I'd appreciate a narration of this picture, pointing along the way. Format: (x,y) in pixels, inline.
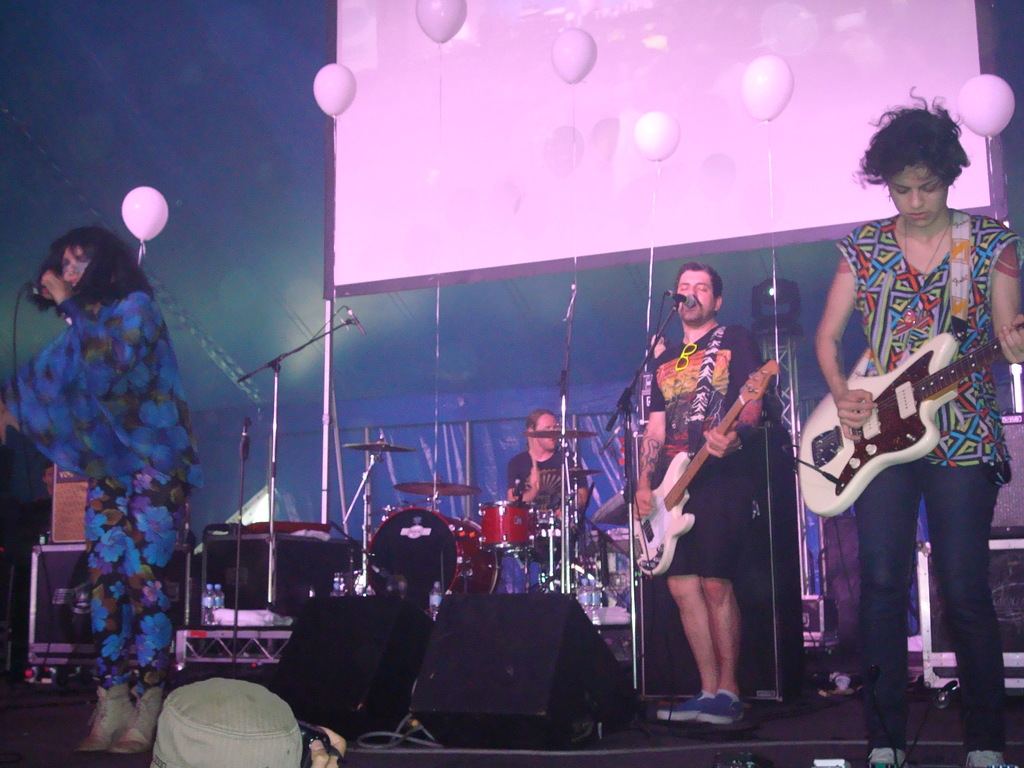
I think this the picture of music concert. There are four people (730,406) on the stage (817,670), she holding microphone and she is singing. The person (939,529) at the right side of the image (956,413) is playing guitar (898,414) and the person (668,387) in the middle (676,371) is playing guitar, the person (550,492) at the back (551,497) sitting and playing drums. At the top (587,109) there is a screen (421,119) and balloons (442,27), at the bottom (588,693) there are speakers (430,674) and wires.
